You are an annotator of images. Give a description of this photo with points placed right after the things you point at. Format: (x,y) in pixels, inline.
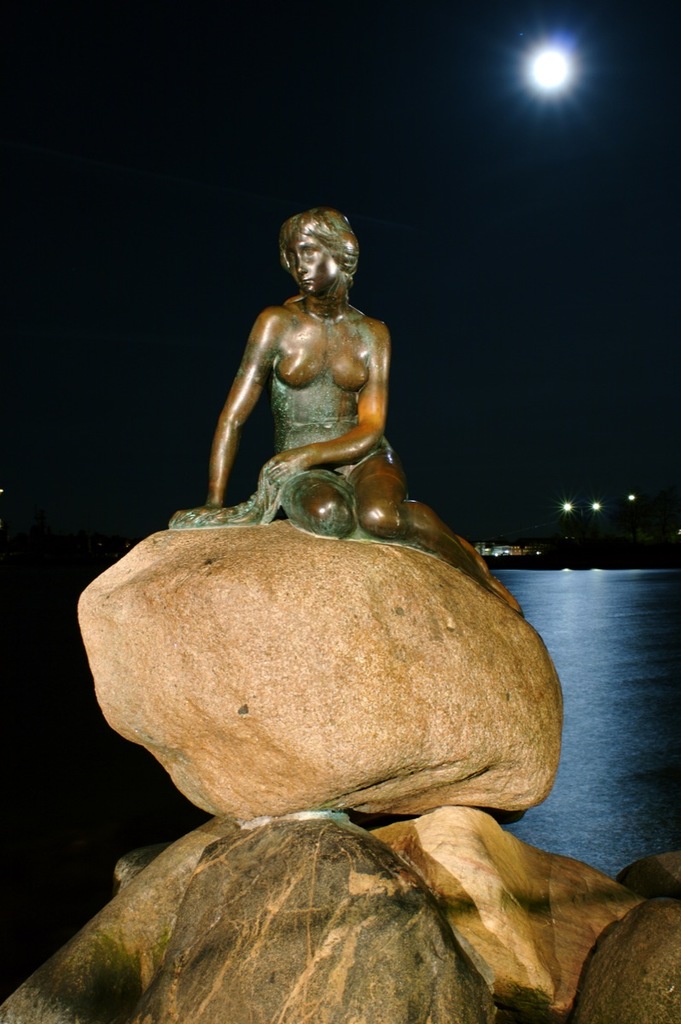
In this image we can see a statue (391,536) on the rock (414,571). We can also see a water body (618,657), some lights (596,508) and the moon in the sky (388,260).
